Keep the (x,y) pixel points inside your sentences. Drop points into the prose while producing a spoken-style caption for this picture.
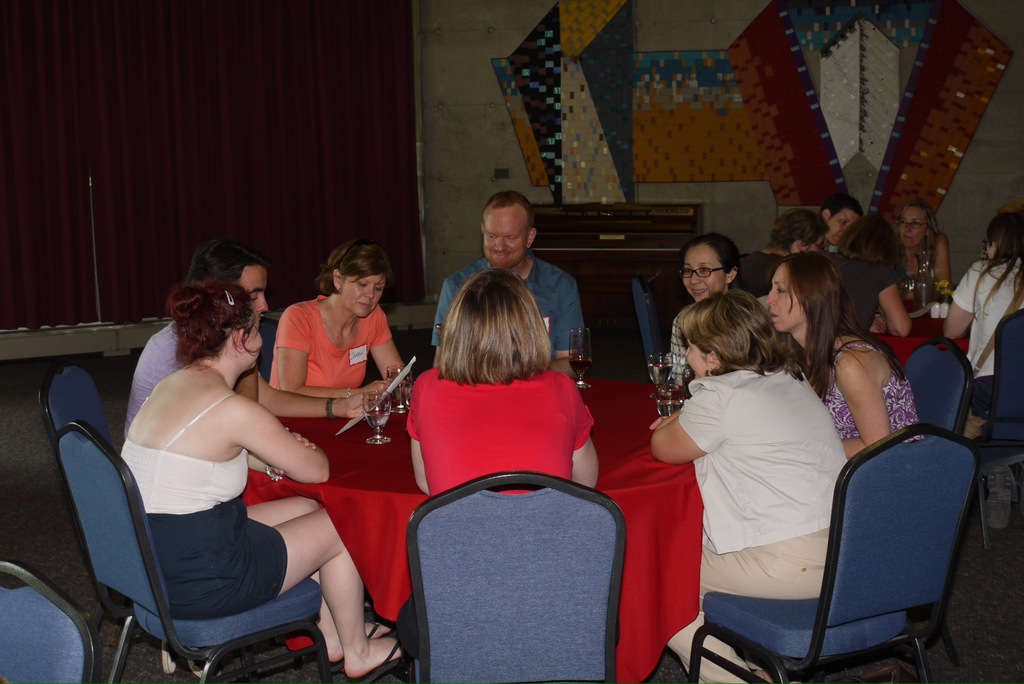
In this picture there are group of people (172,437) who are sitting on a chair (502,593) around the round table (365,489). On the table (622,470) there is glass (660,385) and a red tablecloth (380,465). In the background (263,79) there is a curtain (199,66) and a wall (490,110).
